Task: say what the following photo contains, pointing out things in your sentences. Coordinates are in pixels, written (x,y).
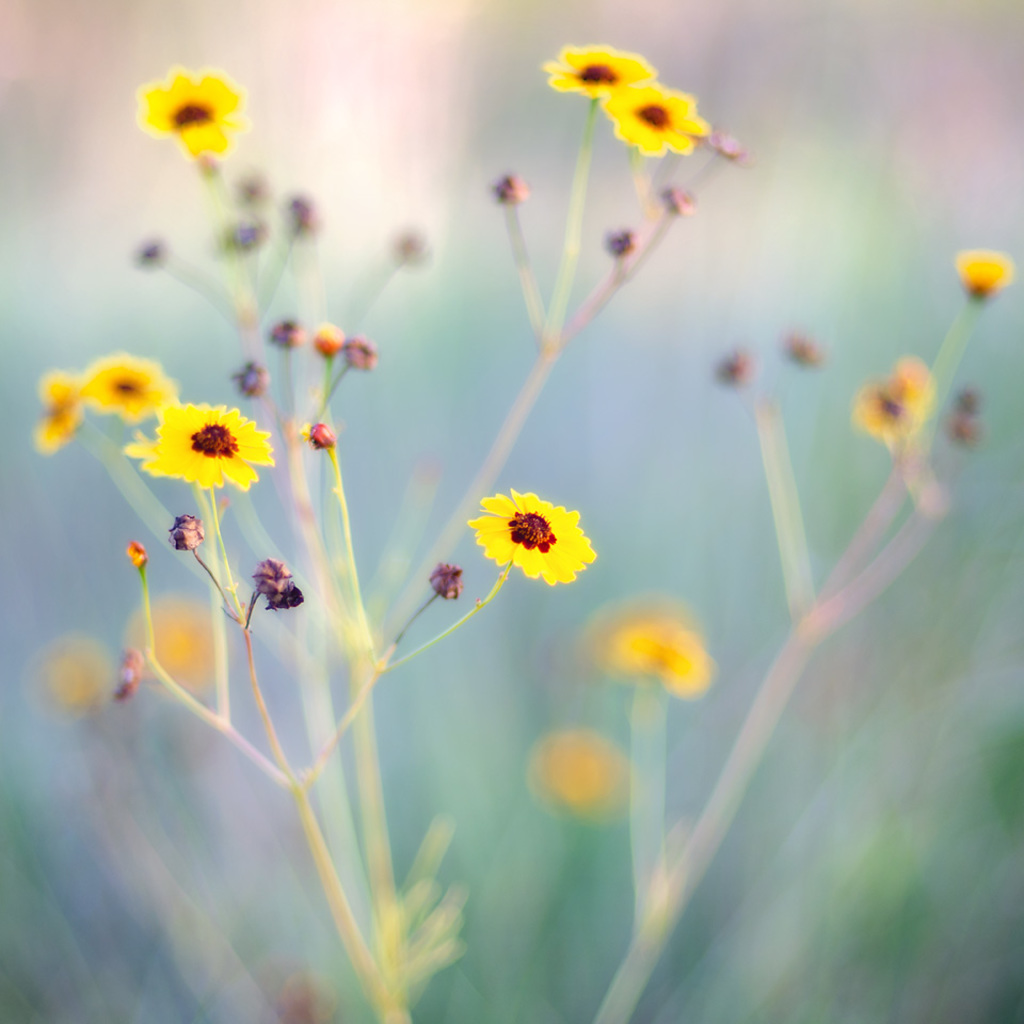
In the image there is a plant (227,470) with yellow color flowers (533,540) and the background (757,227) is blurry.
